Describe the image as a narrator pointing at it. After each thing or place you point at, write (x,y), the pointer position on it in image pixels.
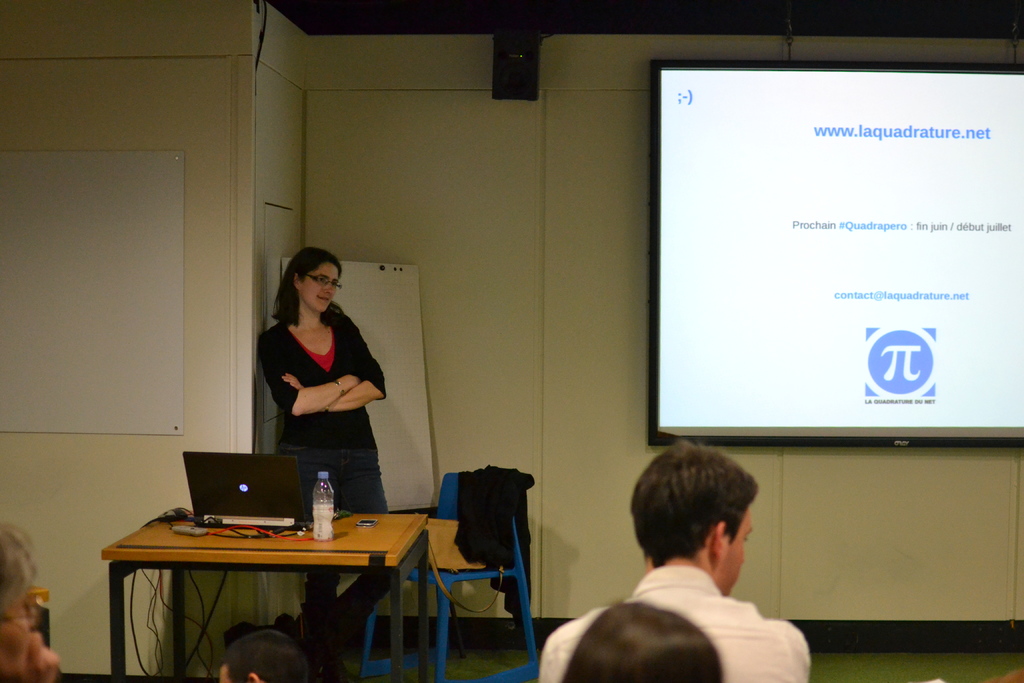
In this image there few people (663,588) in the room (716,588). In front there is woman (317,426) standing. On the table (284,564) there is a laptop (276,475) and a bottle (328,512). On the chair (462,577) there is bag (451,537) and a coat (484,502). At the background (528,248) there is a wall (473,181) where the projector (742,196) is connected to the wall (506,174).
